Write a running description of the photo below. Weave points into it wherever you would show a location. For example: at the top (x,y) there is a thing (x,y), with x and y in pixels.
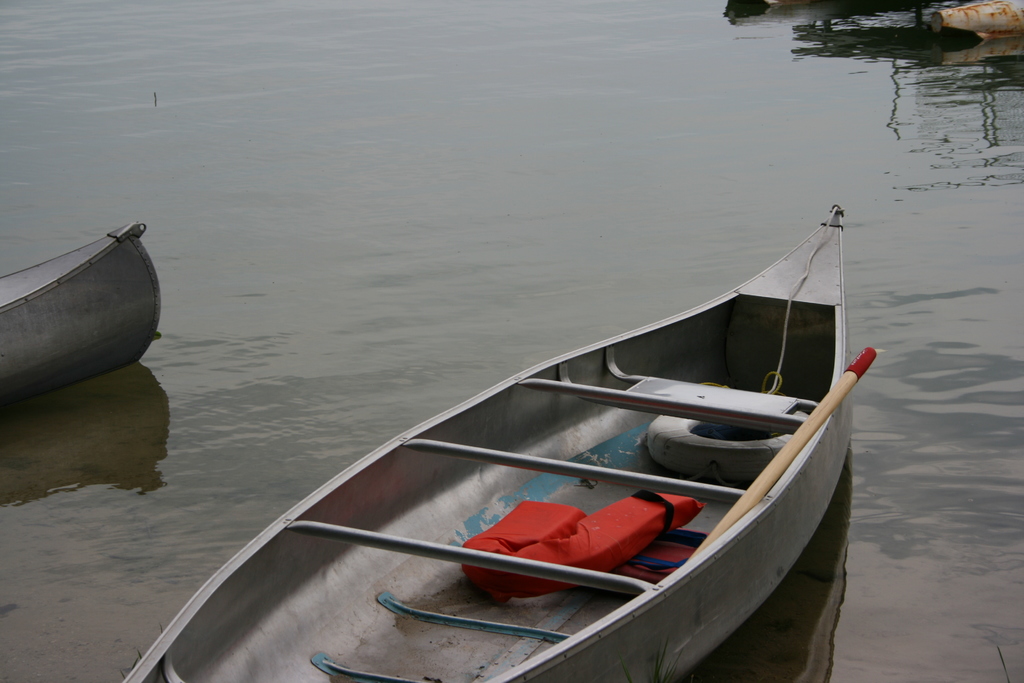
Here in this picture we can see boats (697,335) present in the water (291,293) and in the front boat (599,487) we can see a paddle (789,445) and a Tyre (752,461) present.
